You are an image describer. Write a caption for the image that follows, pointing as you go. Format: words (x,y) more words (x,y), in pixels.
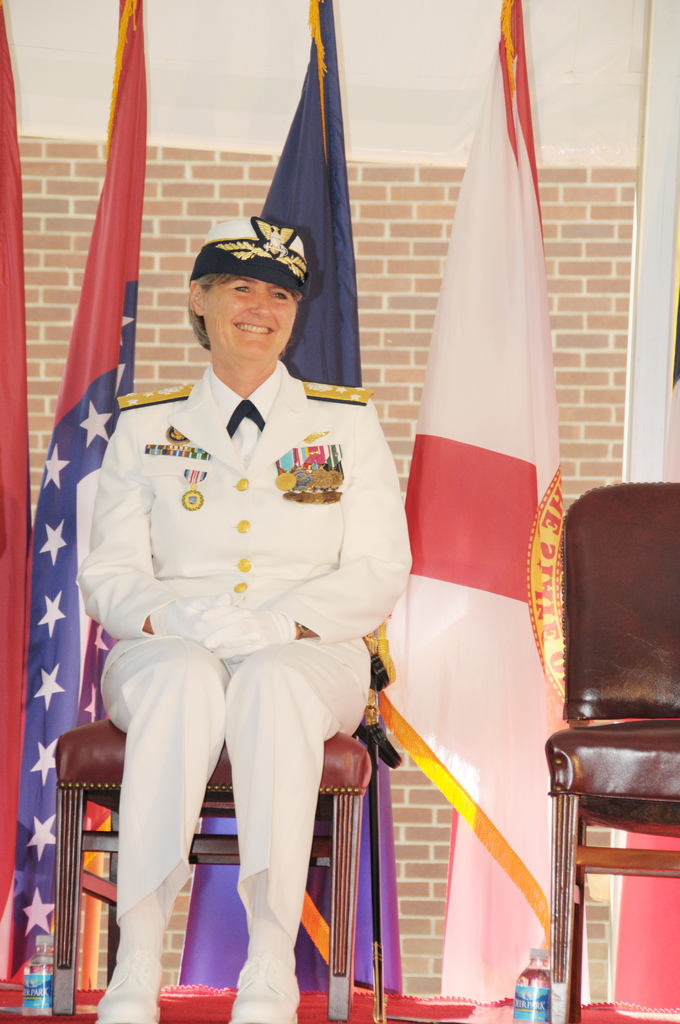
In this image I see a woman (162,440) who is sitting on the chair (340,792) and she is smiling, I can also see another chair (641,489) over here and there are 2 bottles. In the background (2,11) I see the flags (544,793).
